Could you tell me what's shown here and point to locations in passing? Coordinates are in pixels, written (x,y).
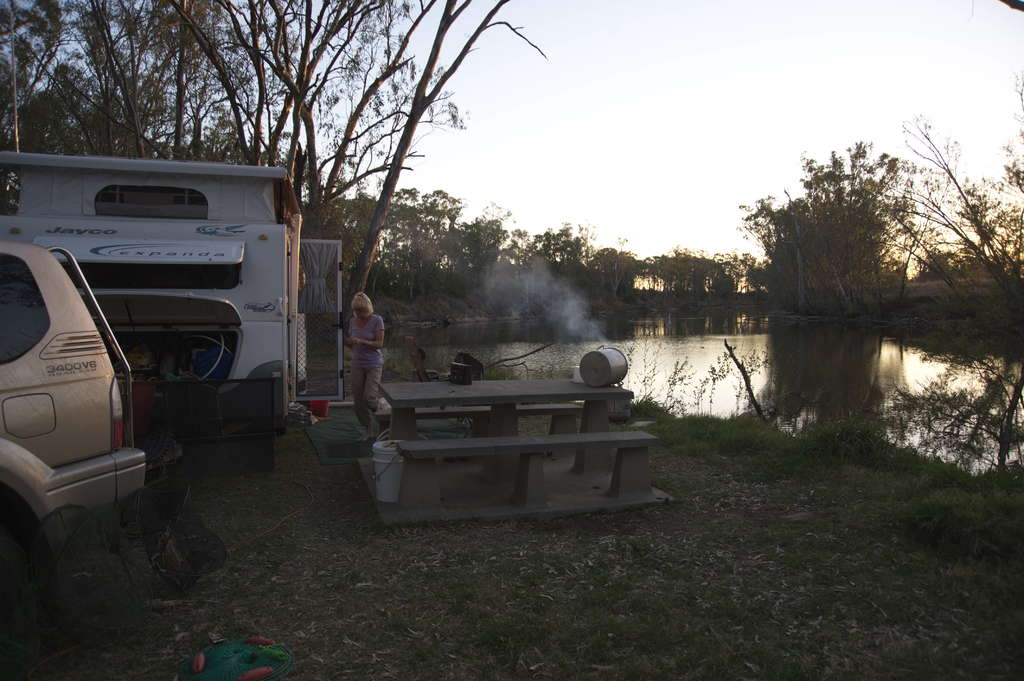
In this picture, it seems like benches (524,434), buckets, other items (451,366) and a lady (379,374) in the foreground area (518,429), there are vehicles (295,374) on the left side (252,418). There are trees (449,296), water (615,326) and the sky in the background area (634,328).
